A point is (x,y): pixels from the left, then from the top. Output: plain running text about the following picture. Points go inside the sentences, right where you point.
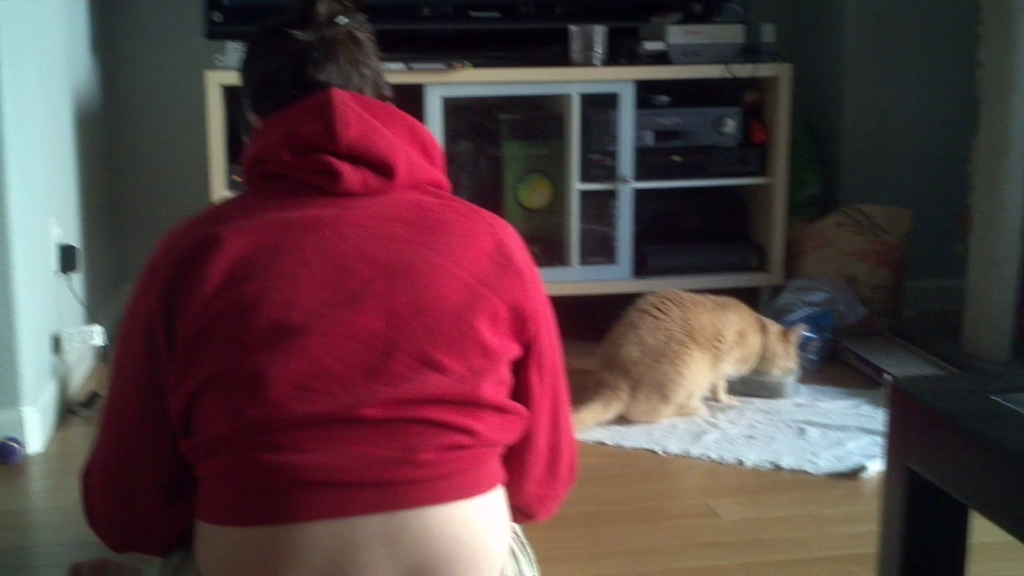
In this image we can see it looks like inside of the house (188,92). And there is a person (398,370) sitting on the floor (642,475). And there is a ball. And there is a cloth (799,415) and a cat (745,343). And there is a box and a table (928,382). And in front there is a cupboard (456,105). In that there is a box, glass (576,39), Bottle (757,136) and a few objects (694,261). And there is a charger (72,261) attached to the wall (88,287).
